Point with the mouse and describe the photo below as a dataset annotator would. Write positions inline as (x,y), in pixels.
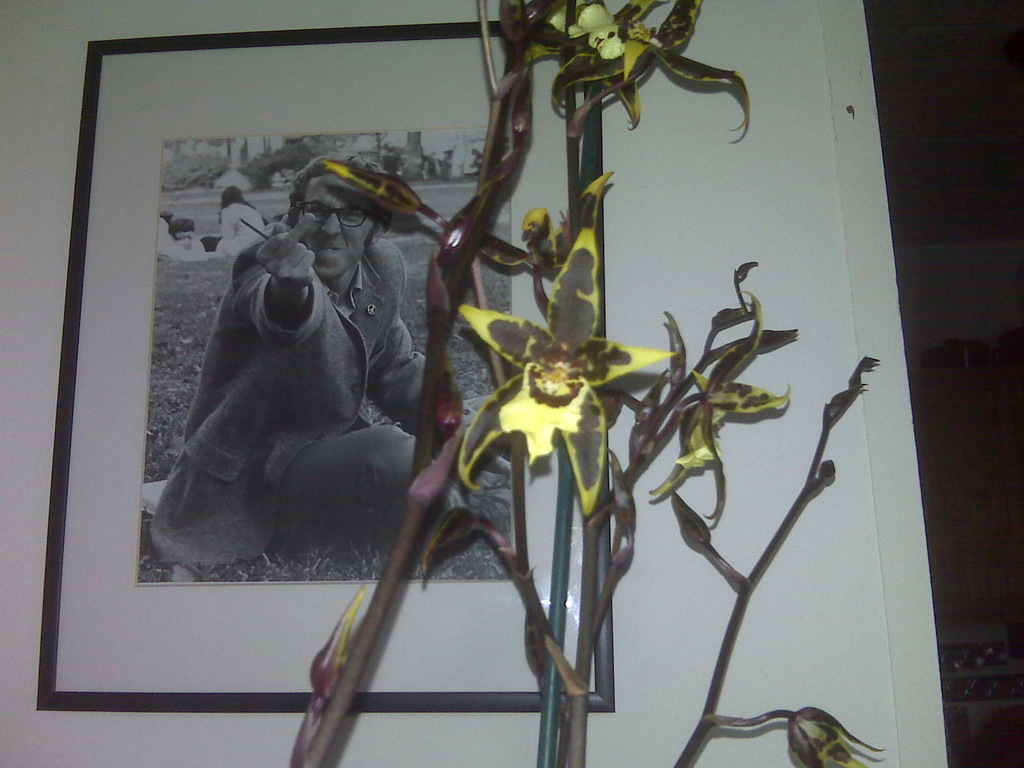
In this image there is a plant (553,303), behind the plant (438,458) there is a frame (359,365) hanging on the wall (761,499).
